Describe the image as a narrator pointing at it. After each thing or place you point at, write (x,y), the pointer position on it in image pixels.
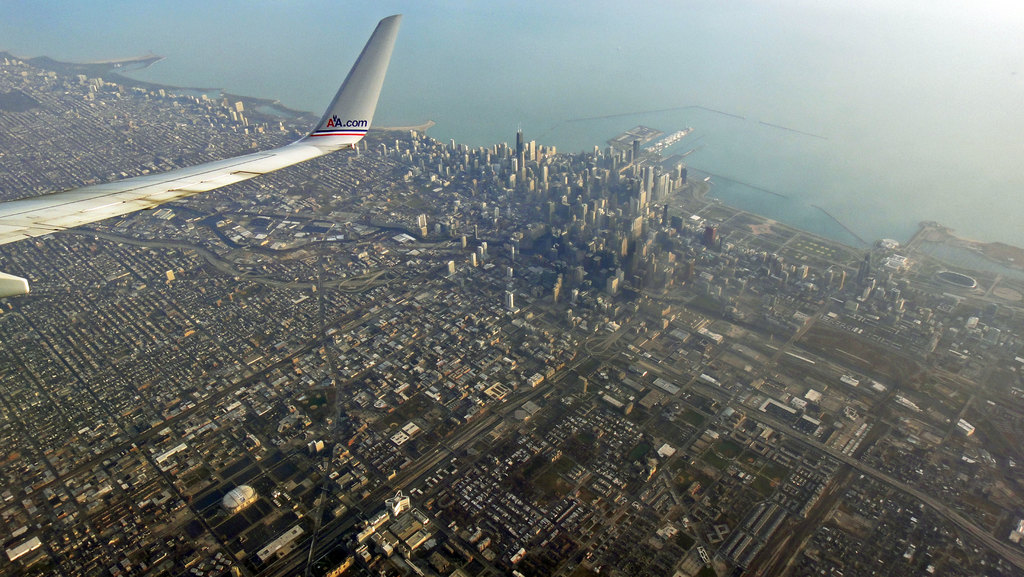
In this image when we see it from the top view there are many buildings (483,338) at the bottom (750,476) also there are small houses (142,381) and many small buildings (906,446) are present over here and there is also an ocean (928,73) towards the right (962,149) and there is a plane (0,218) where we can see one of its wing (355,114) in the image.
